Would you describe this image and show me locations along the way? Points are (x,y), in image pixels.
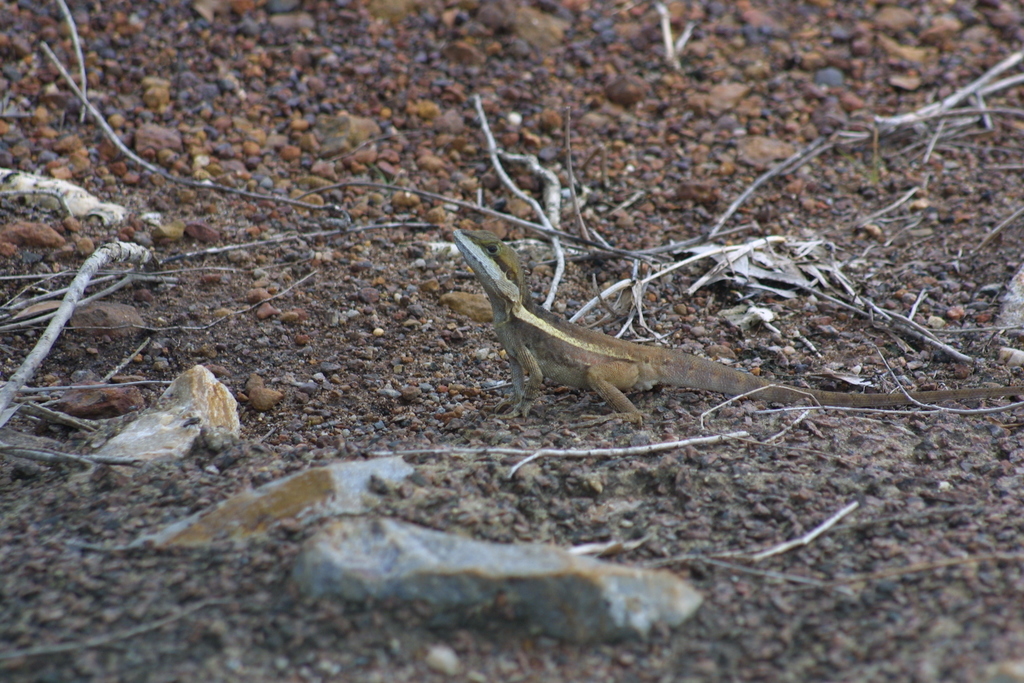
In this image I can see a reptile (490,238) in brown and cream color, background I can see few stones (453,566) in brown color.
